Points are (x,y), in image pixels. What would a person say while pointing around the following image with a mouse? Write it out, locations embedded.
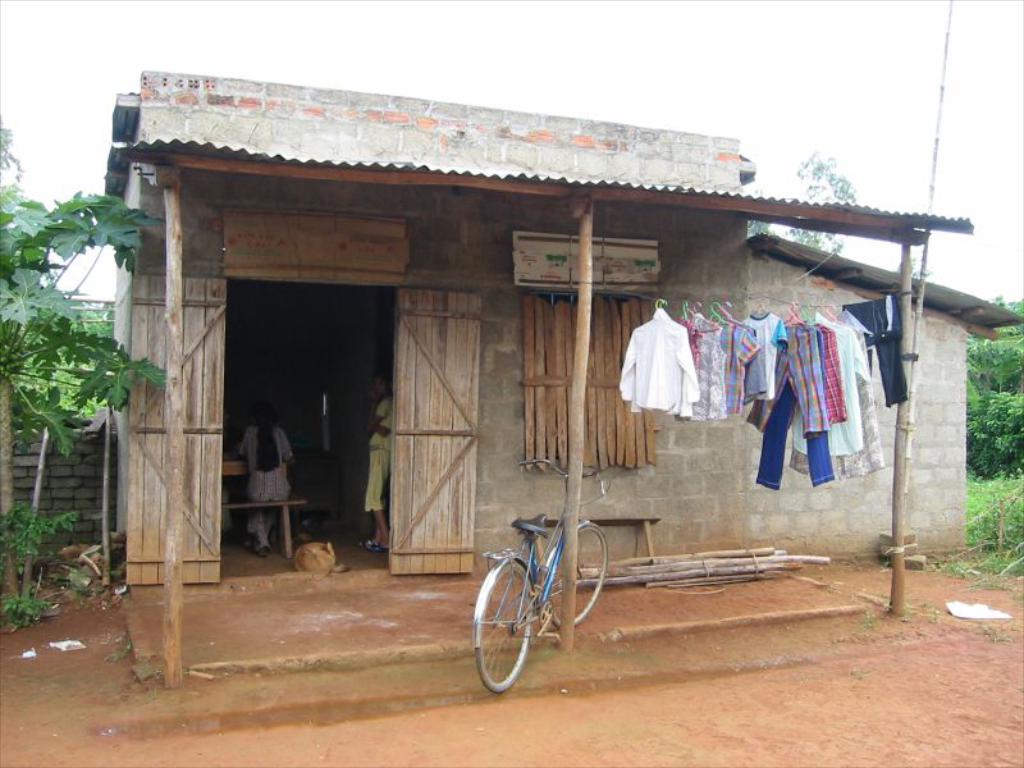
In this picture we can see the trees (1023,401) and plants (985,517). We can see clothes (894,338) are hanging on a rope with the help of cloth hangers (811,316). We can see bicycle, house (249,382), dog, wooden poles (580,488), wooden door (401,452) and objects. We can see a person (273,475) is sitting on a bench (295,504). We can see other person (389,429) is standing.
